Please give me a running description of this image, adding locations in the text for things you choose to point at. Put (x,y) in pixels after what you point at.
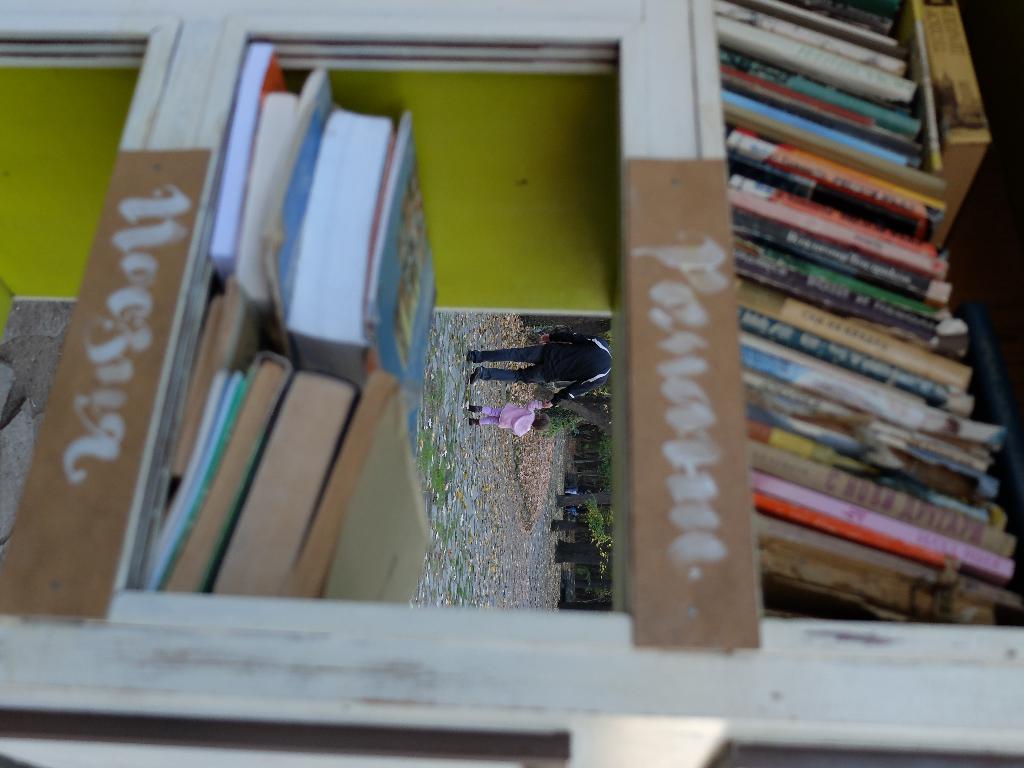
In this image we can see shelves (1000,312), books (365,383), name boards (632,383) and other objects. Behind the shelf (626,505) there is a person (559,353), kid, trees (585,321) and other objects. At the bottom of the image (635,716) there is an object (826,732).
